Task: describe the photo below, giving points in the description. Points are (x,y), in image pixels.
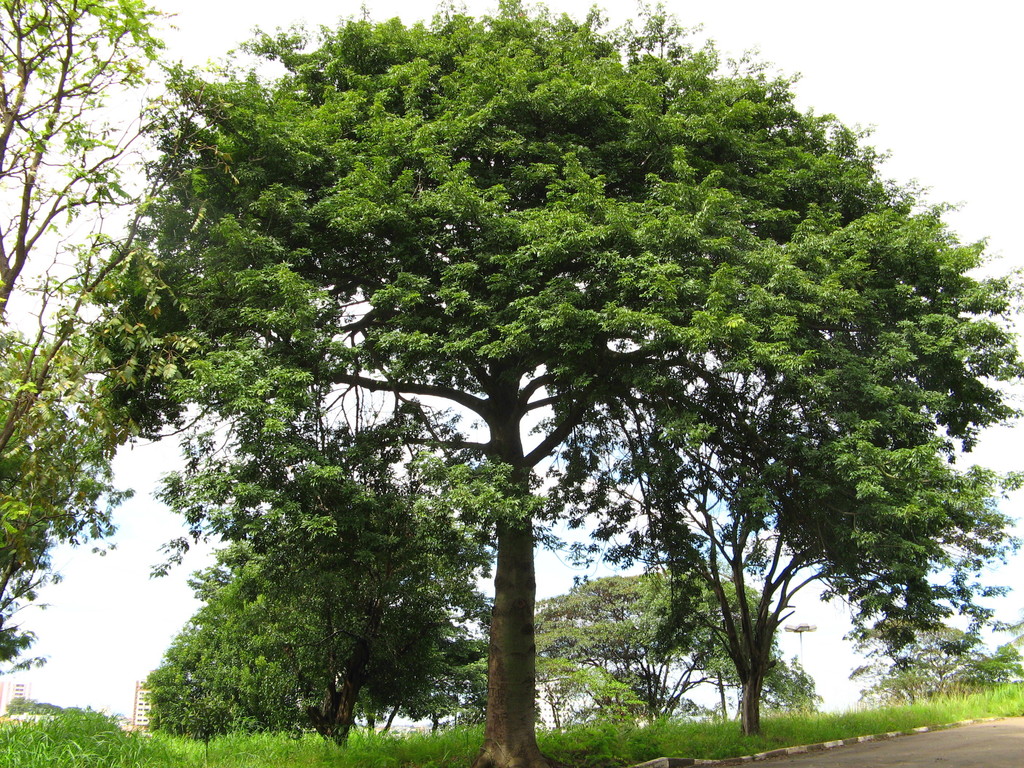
In this image there are trees (431,496). There is grass (358,739) on the ground (378,746). In the bottom right (979,746) there is a road (907,749). In the background (143,714) there are buildings (137,703). At the top (784,64) there is the sky (916,88).
